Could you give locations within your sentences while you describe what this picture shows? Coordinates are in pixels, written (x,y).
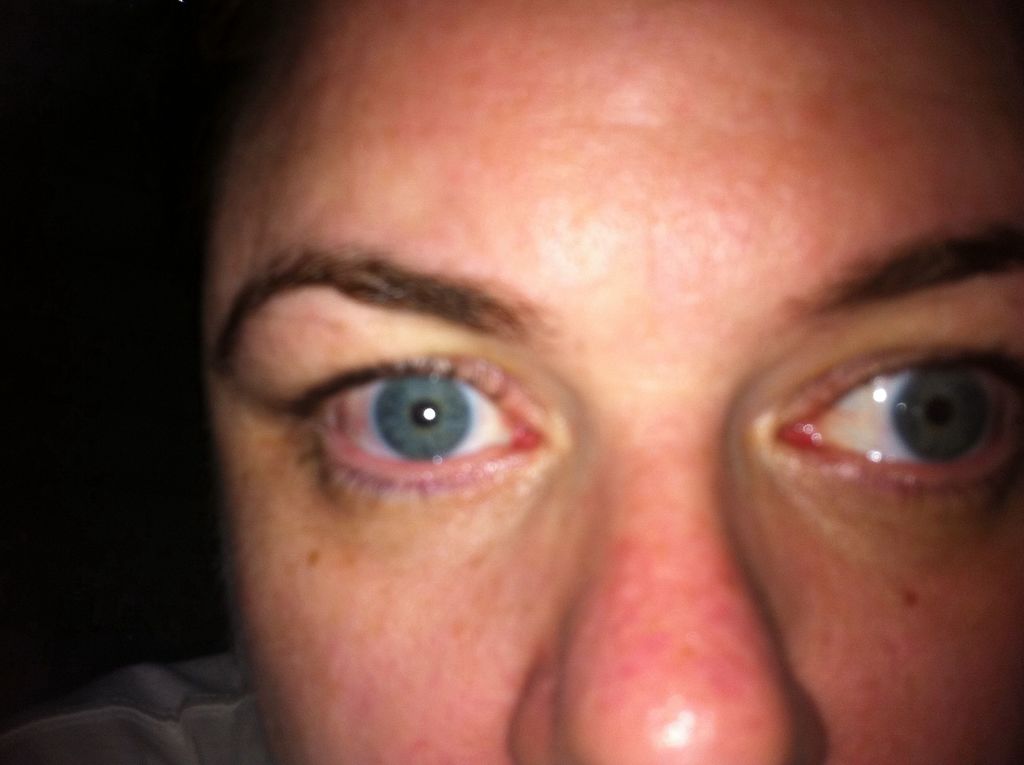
In this image I can see the person's face (415,512) and I can see the dark background (22,145).
